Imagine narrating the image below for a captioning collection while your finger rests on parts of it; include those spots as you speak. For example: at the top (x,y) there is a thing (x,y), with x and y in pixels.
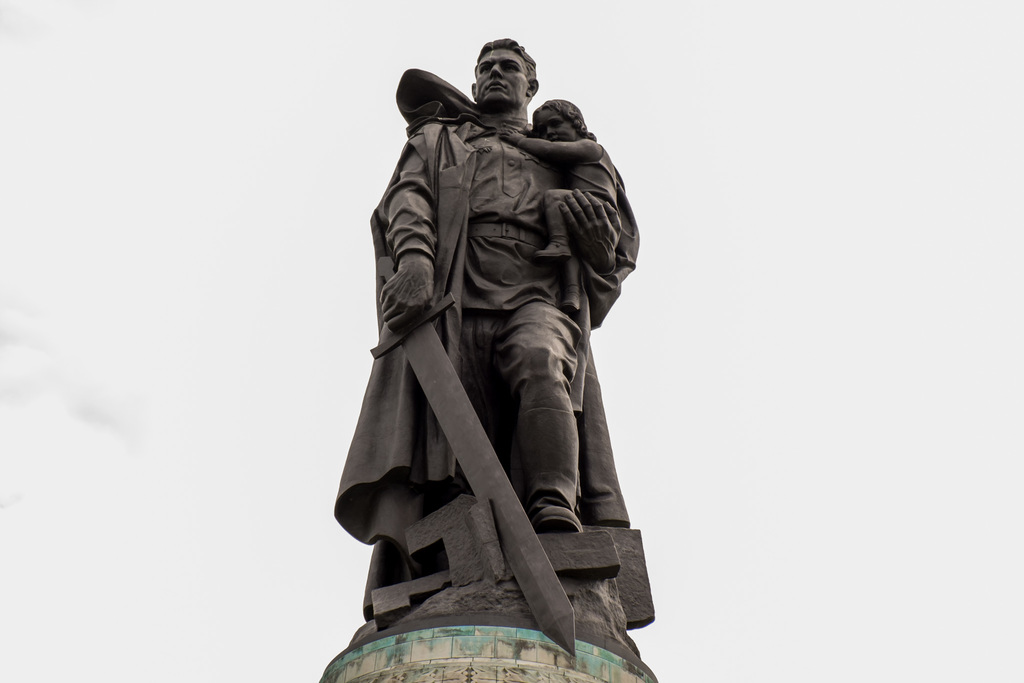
In this picture we can see a statue (528,275) in the front (546,267), there is the sky (238,179) in the background (244,179).
